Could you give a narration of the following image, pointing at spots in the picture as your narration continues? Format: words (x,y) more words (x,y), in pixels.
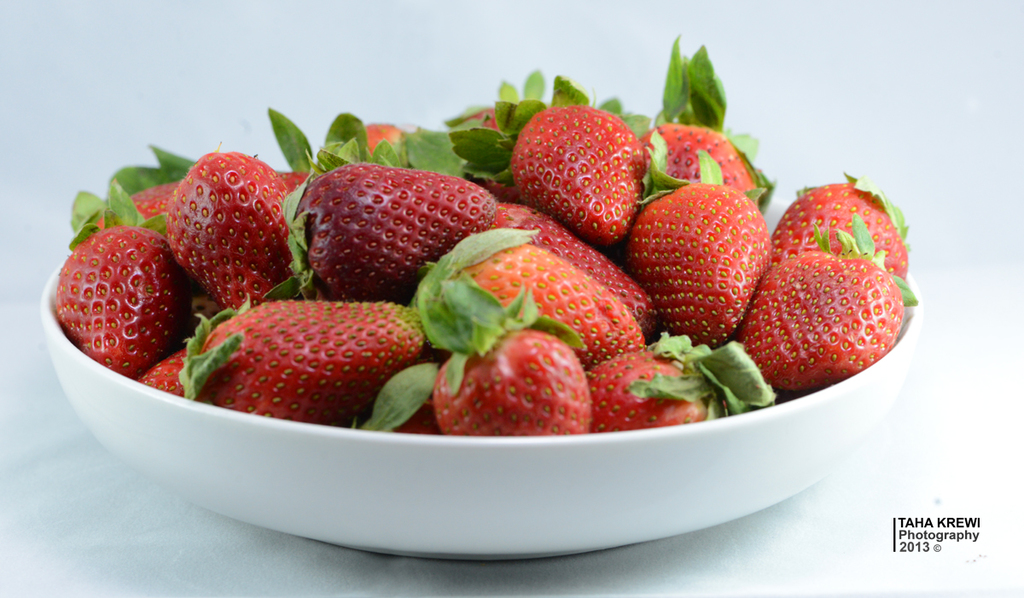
In this image I can see there are red color strawberries (512,275) in a white color plate (593,458). On the right side (970,524) there is the name (950,520) in black color.
